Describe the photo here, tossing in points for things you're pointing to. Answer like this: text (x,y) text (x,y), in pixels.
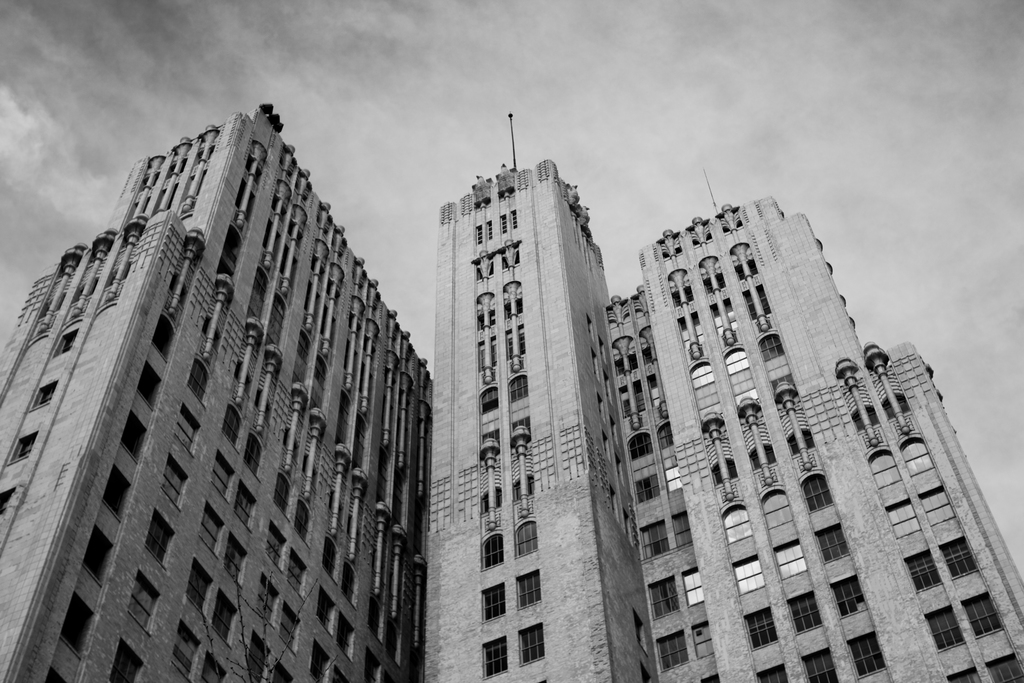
In this image there are buildings (513,486). At the top (677,66) there is a cloudy sky (801,79).
